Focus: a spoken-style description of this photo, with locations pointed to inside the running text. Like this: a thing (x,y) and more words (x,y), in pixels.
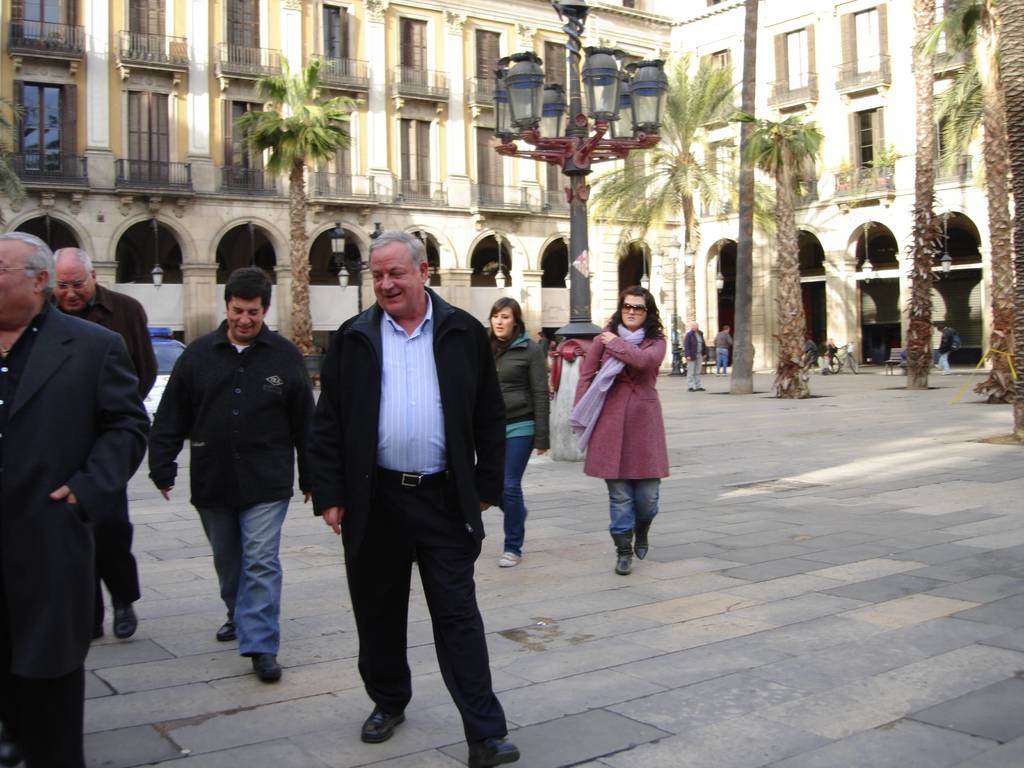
In this picture we can see a few people (306,489) on the path (144,701). There are vehicles (155,375), street lights (559,97) on the poles (579,265), trees (738,300), other objects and a building (353,284) in the background (91,105).
